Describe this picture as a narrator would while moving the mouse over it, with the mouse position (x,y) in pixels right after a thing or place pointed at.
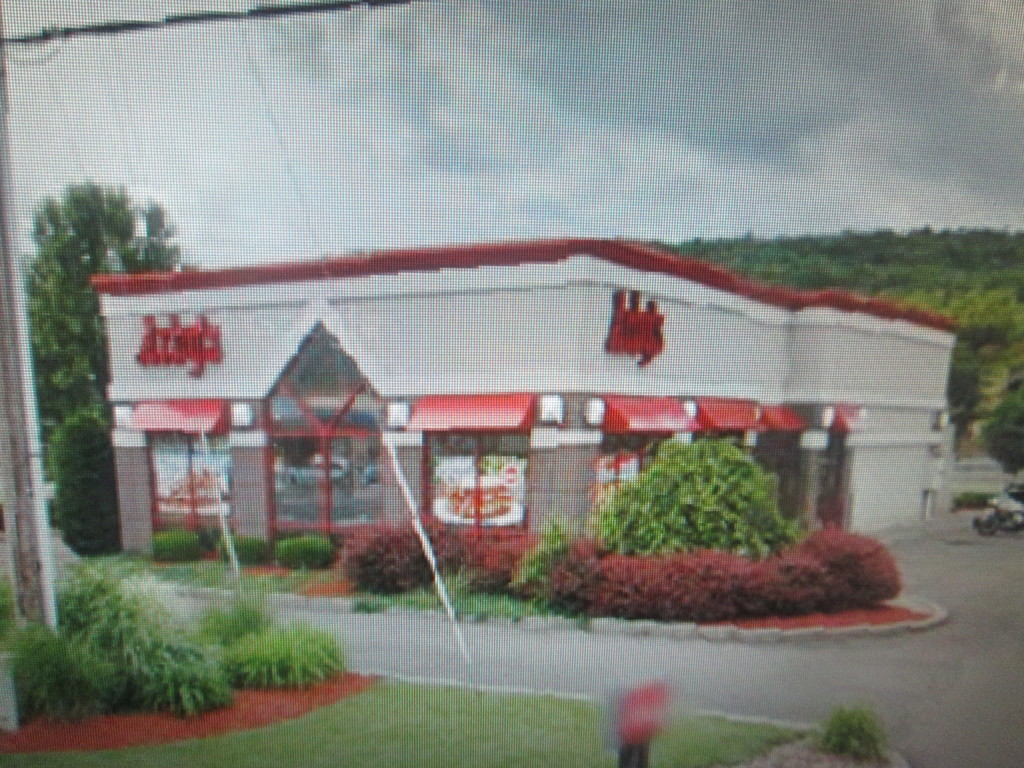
In this image, I can see a building (568,457) with glass doors (373,490). This is a name board (660,342) attached to the building (699,342). I can see small bushes (562,563). This looks like a pole (40,580). These are the trees (939,304). Here is the grass (440,720). At the right corner of the image (1020,508), that looks like a motorbike (1002,509), which is parked.
